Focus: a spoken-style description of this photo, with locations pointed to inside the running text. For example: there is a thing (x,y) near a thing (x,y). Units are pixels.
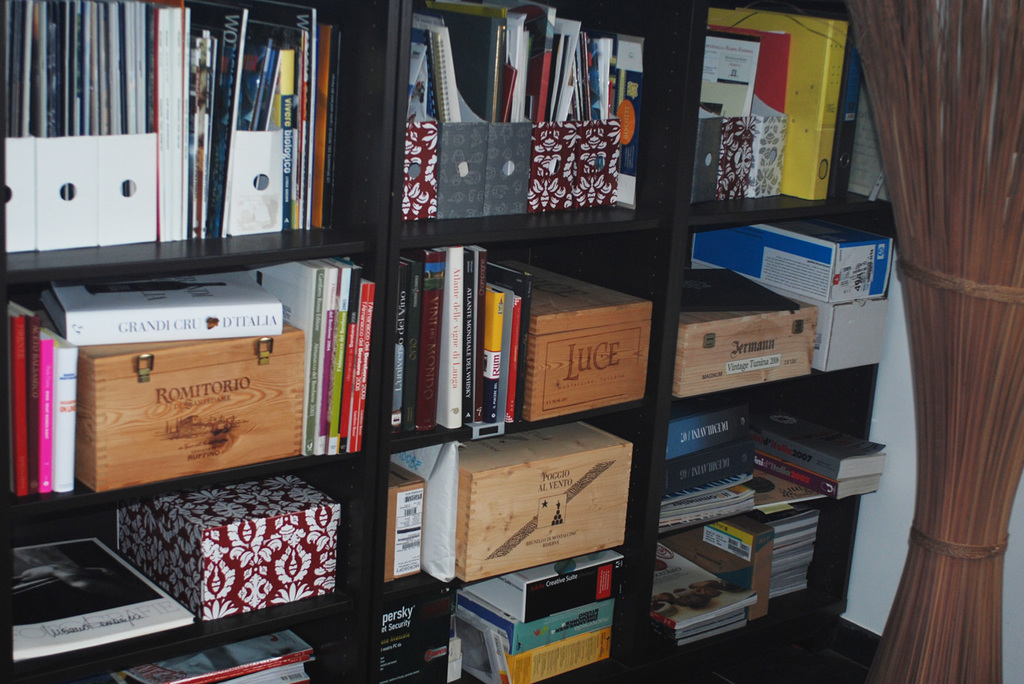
In this image there is a shelf (423,238) and in the shelf (326,239) there are books (175,213), boxes (540,481). On the right side (977,234) there is an object (992,406) which is brown in colour.
